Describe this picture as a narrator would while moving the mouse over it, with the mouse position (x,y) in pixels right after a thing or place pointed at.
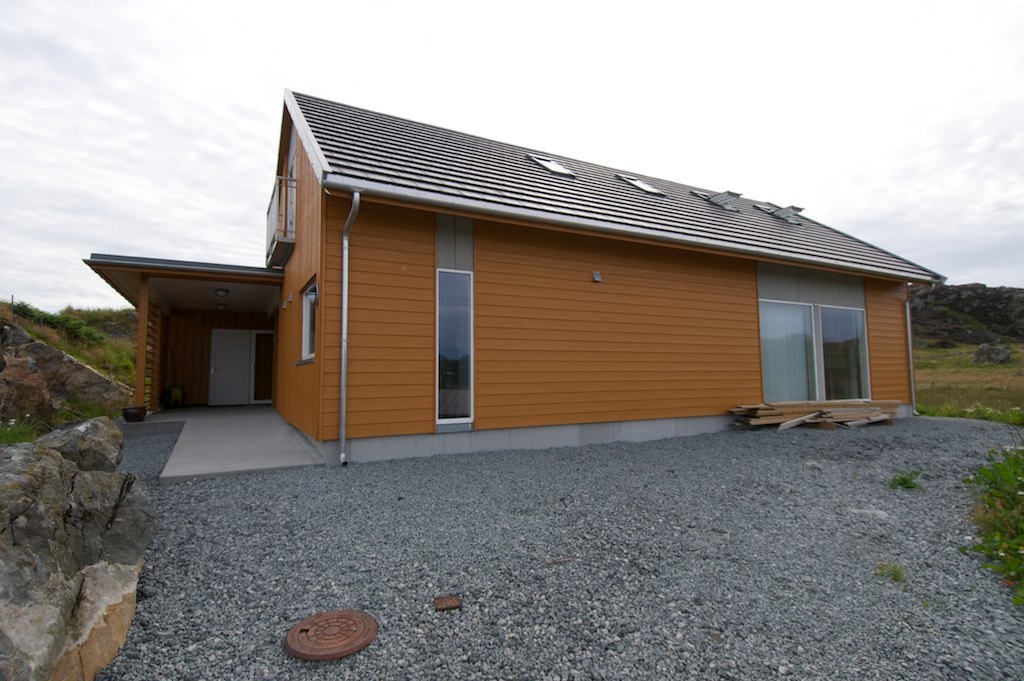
In this image there is a house (203,403) and we can see rocks (947,319). In the background (639,34) there is sky (624,33). At the bottom (430,583) there are stones (588,564) and we can see grass (989,484).
